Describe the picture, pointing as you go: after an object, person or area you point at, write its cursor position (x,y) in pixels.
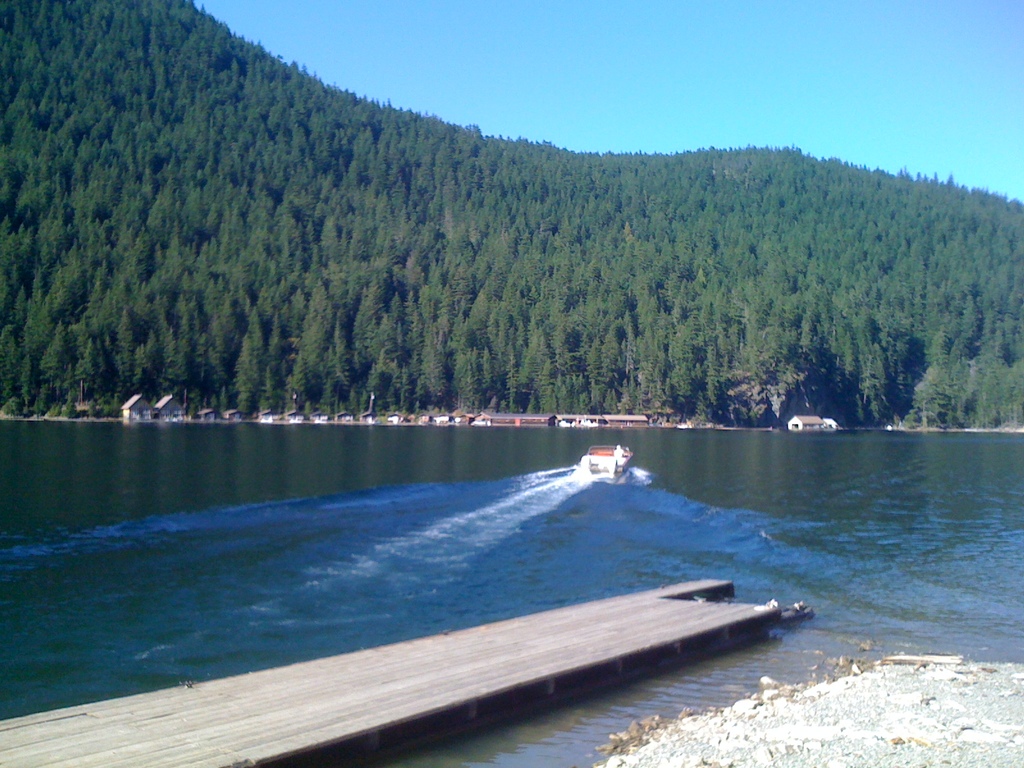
In this picture we can see the platform (487,685), where we can see a boat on water (551,530) and in the background (48,290) we can see sheds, trees (530,335) and the sky (874,106).
